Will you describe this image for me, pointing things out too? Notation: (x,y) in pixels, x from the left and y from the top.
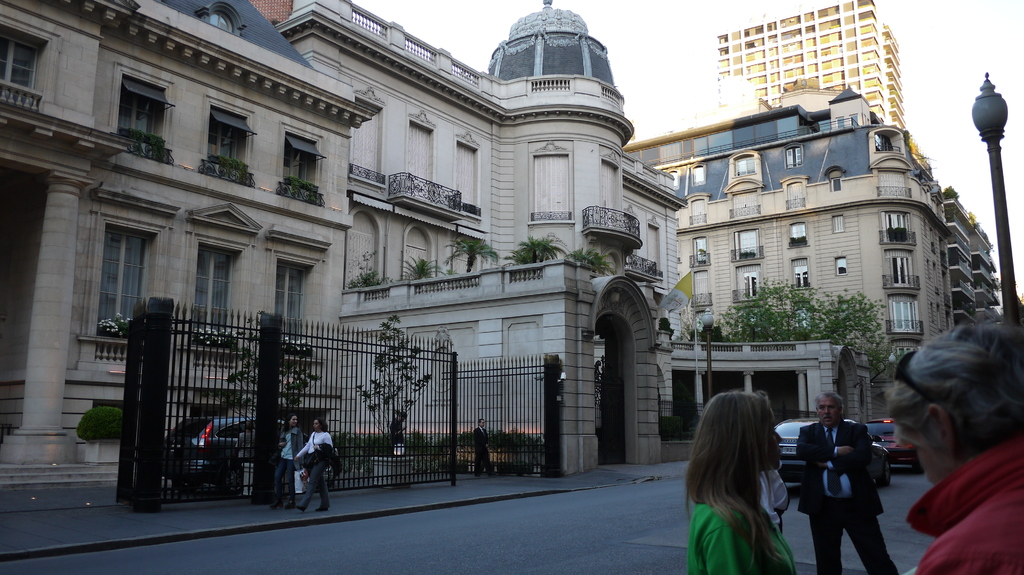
In this picture we can see a group of people (973,513), vehicles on the road (528,522) and in the background (789,411) we can see buildings (36,471), sky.
